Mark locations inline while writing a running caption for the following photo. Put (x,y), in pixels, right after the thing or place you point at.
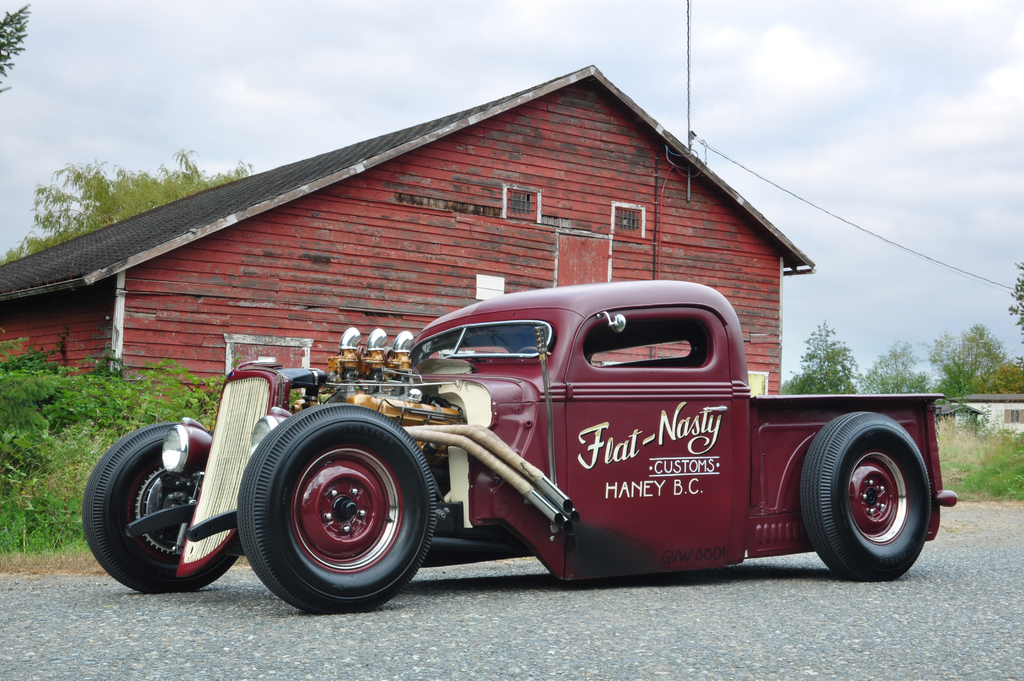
In the picture we can see red color car (426,540) which is parked on road (324,643) and in the background of the picture (285,308) there are some plants (35,490), there is a house (267,344), there are some trees (890,379), top of the picture (514,77) there is cloudy sky (671,77).
